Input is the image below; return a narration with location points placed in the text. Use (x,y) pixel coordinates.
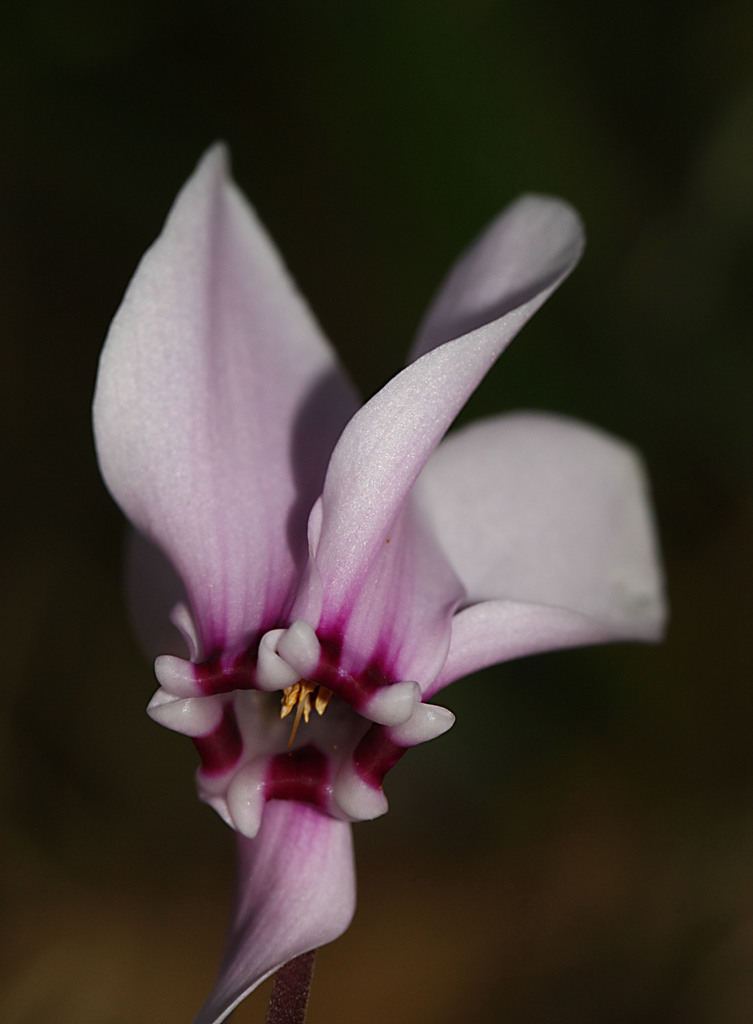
In this image we can see a flower (330,389) and name of the flower (360,450) is cyclamen.
